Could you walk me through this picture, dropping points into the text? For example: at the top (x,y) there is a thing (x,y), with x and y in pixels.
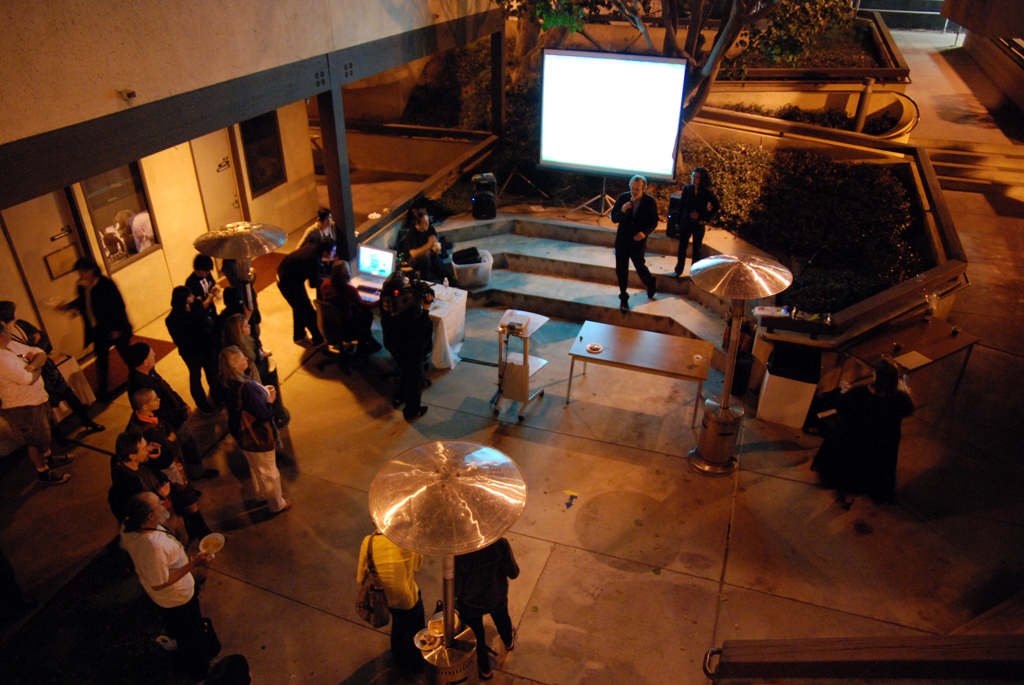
In this picture there are a group of people (26,396) standing and there is the projector screen (568,84) here.
